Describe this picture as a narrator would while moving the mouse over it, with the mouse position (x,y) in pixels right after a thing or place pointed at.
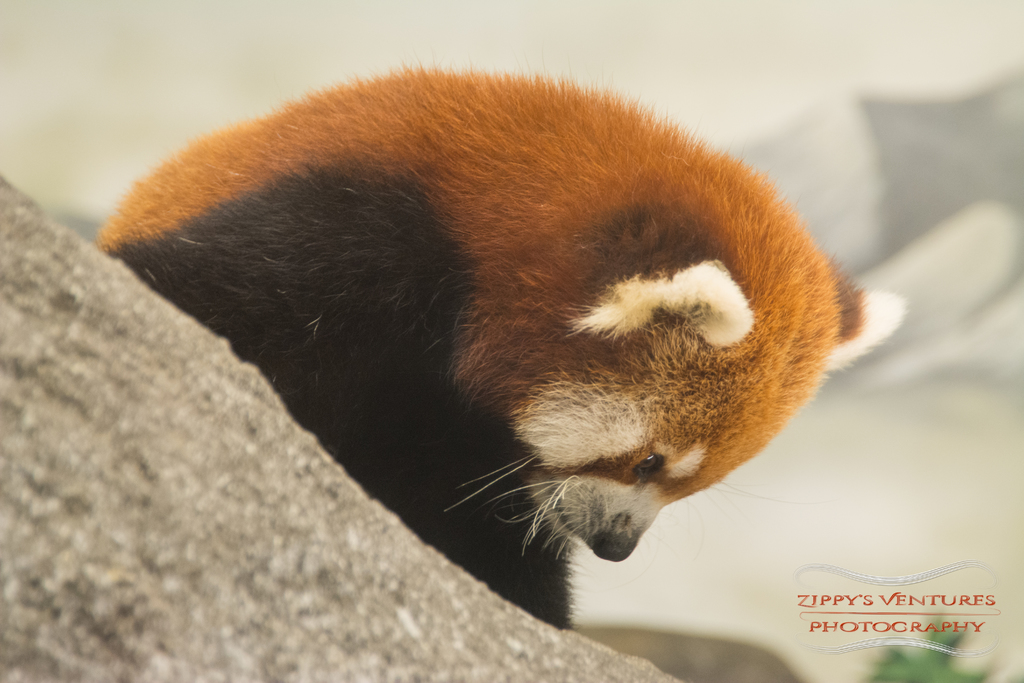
In this picture, we see an animal (428,350) which looks like a bear (562,415) or panda (676,311). It is brown in color. In the left bottom of the picture (246,521), we see a rock (124,479). In the background (651,555), it is white in color and it is blurred in the background (749,59).
